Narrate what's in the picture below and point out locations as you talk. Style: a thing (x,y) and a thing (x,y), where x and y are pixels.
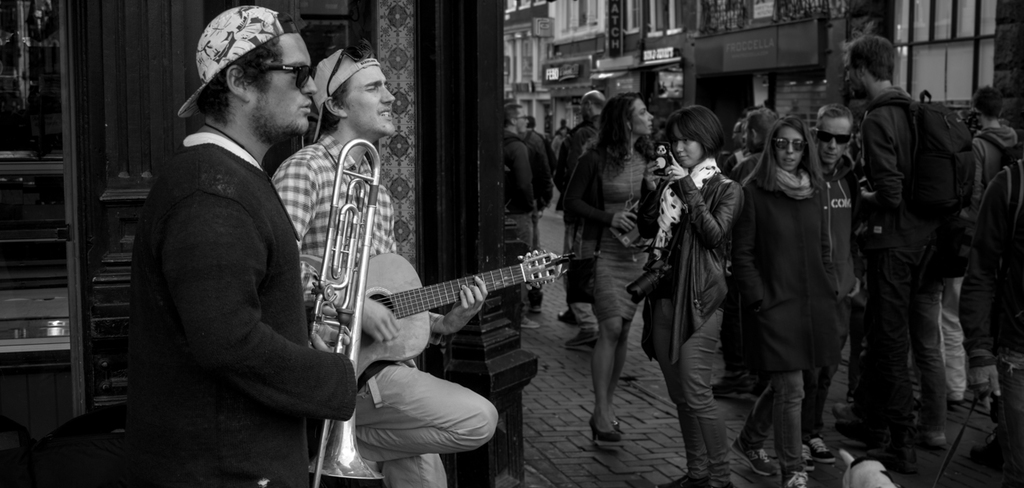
people (807,235) are walking on the streets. the people (258,264) at the left (271,250) are playing musical instruments (360,271). people (820,236) at the right (751,222) are walking. behind them there are buildings (587,53).
